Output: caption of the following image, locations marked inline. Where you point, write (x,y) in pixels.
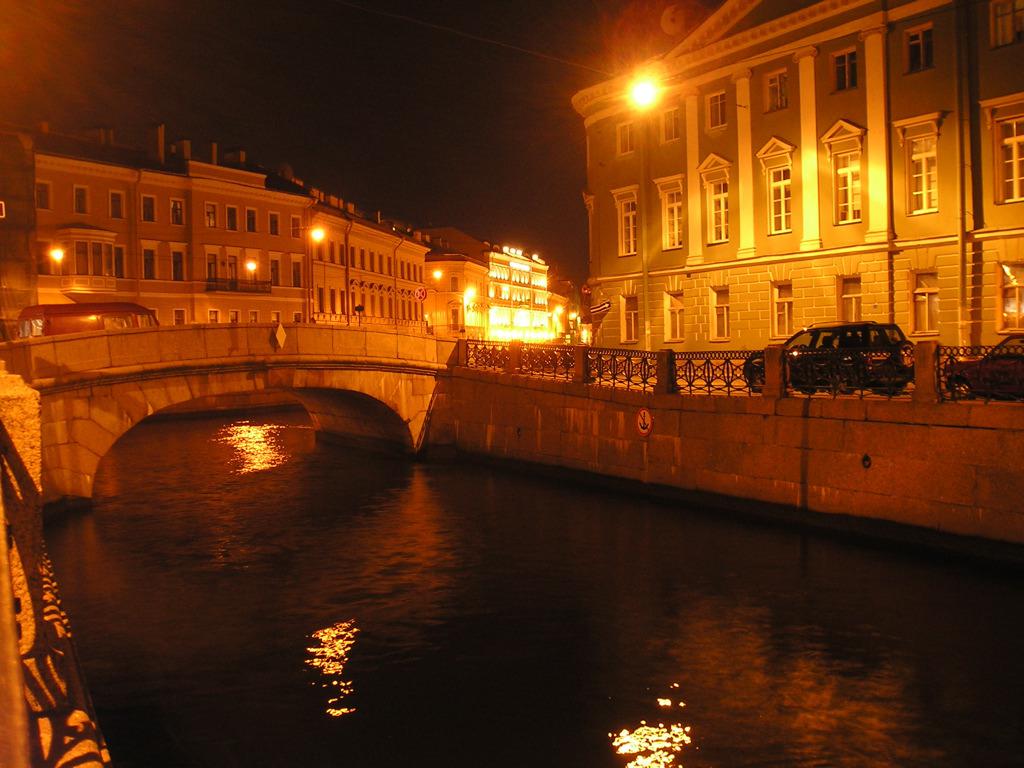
In this image there is a bridge (363,418) in the water (611,618). There is a fence (792,376) on the wall (1012,414). Right side (991,390) few vehicles (758,365) are behind the fence (682,367). Left side there is a fence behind the wall (100,337). Background (45,261) there are few buildings (622,194) having lights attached to the wall (255,232). Top of the image (340,75) there is sky (381,59).
